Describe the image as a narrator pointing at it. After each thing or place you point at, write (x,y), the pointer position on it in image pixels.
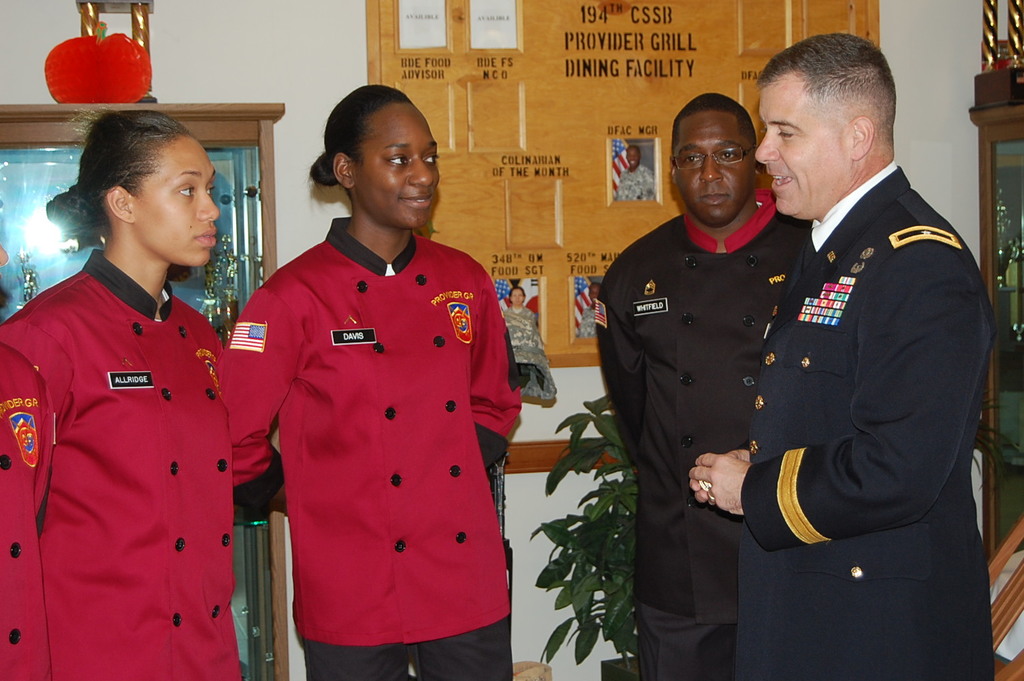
In this picture we can see five people (144,334) are standing and two people (819,222) are smiling. In the background (529,26) we can see a houseplant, cupboards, some objects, board (518,34) on the wall (308,29) with photos (596,289) of three people (624,184) and some text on it.
